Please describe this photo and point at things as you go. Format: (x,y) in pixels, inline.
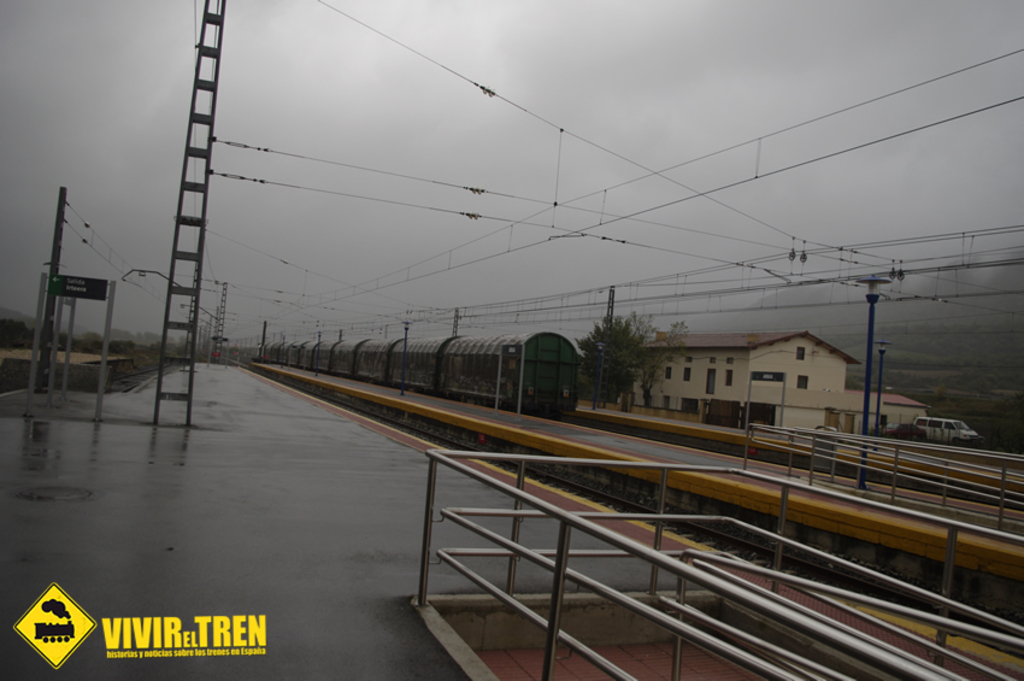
In the image it is a railway station (1009,642), there is a train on the railway track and behind the train (561,346) there is a tree (626,345) and some building (702,368), around the railway track (387,412) there are many poles (184,323) and wires (559,159). There is a logo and some text (190,651) at the bottom left corner (188,636).
